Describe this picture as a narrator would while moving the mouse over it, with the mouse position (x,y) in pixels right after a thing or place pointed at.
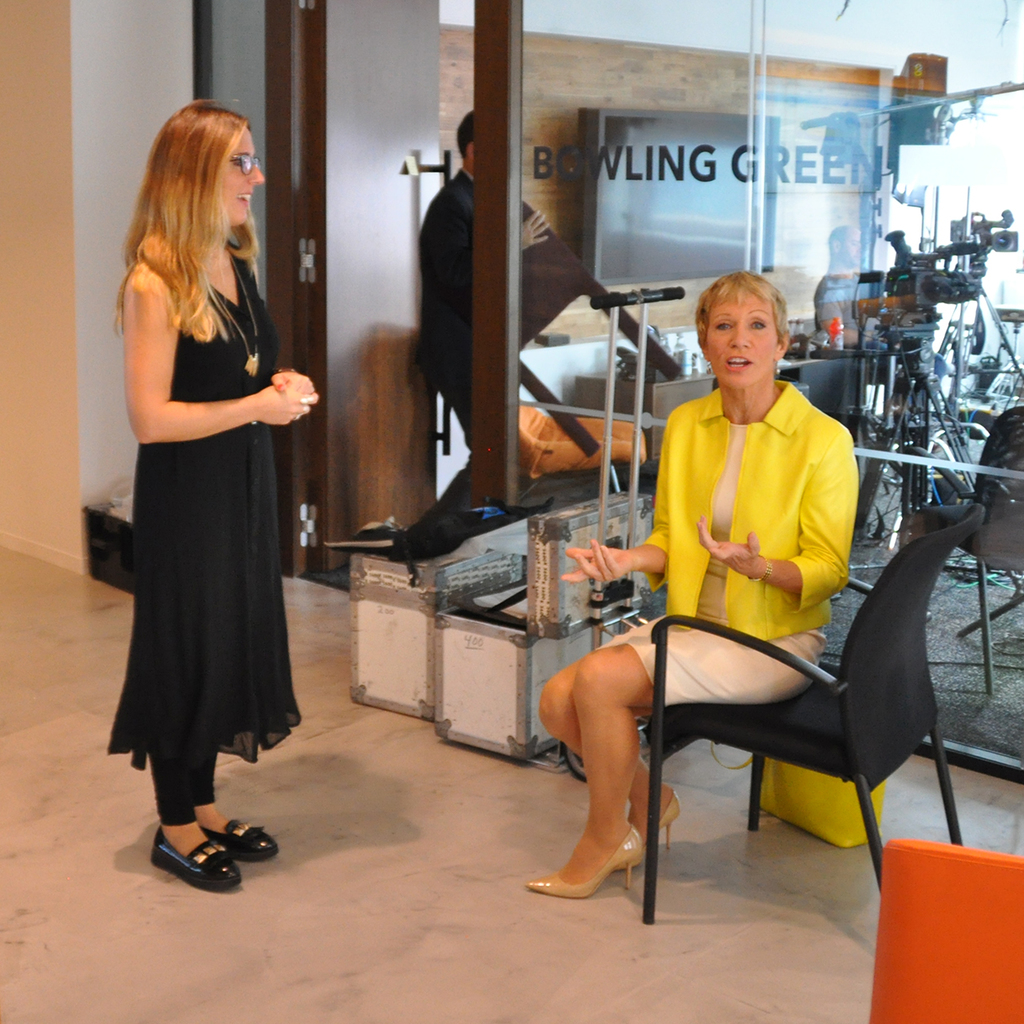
In this image I can see two women (143,287) where one is standing and another one is sitting on a chair (649,862). Here I can see she is wearing a specs (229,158). In the background (900,236) I can see a man (469,126) and few cameras (862,277).
